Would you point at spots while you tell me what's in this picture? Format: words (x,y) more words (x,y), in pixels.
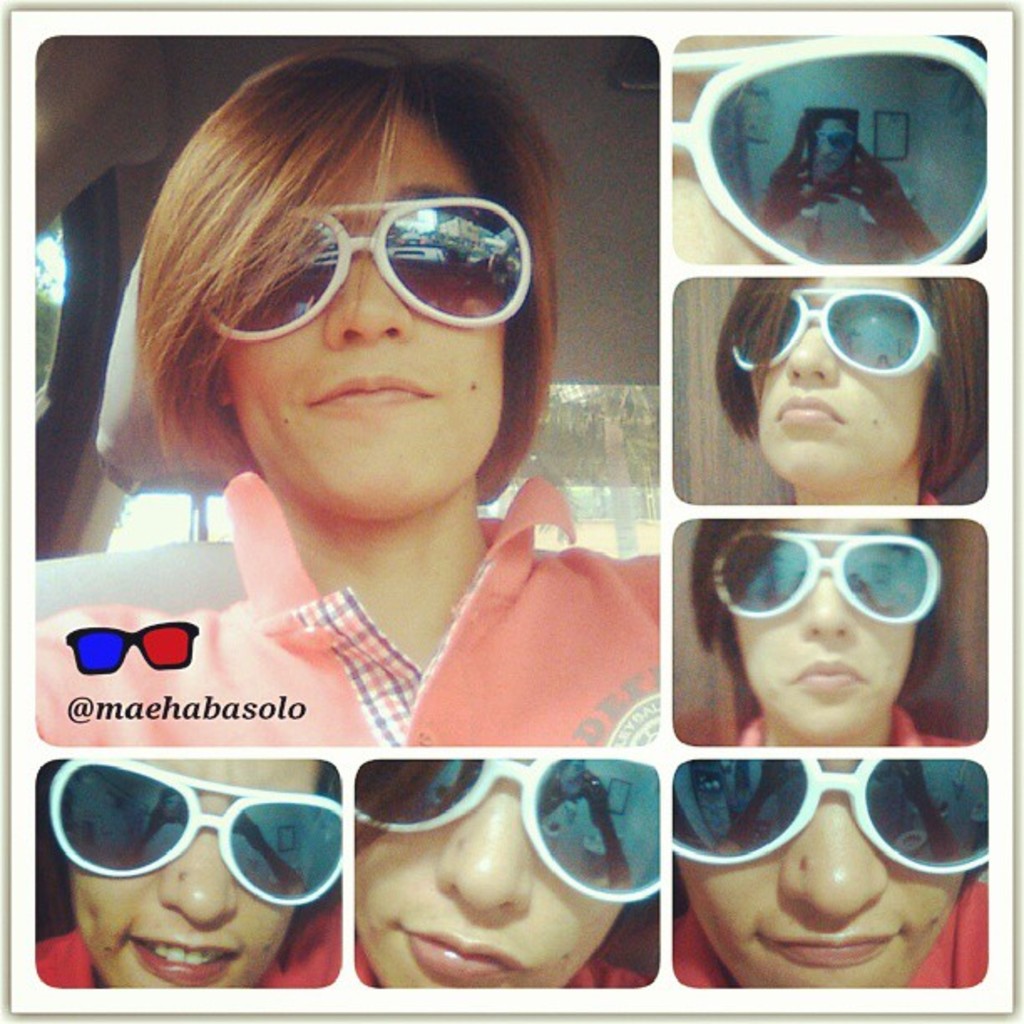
This is a collage image. In each image we can see the same person face (447,350) and goggles (298,860) but different expressions. On the right (817,103) at the top corner (817,135) we can see the reflection (829,128) of a person (856,183) holding a mobile (815,150) in the hands (797,152) on the goggles (822,206).
